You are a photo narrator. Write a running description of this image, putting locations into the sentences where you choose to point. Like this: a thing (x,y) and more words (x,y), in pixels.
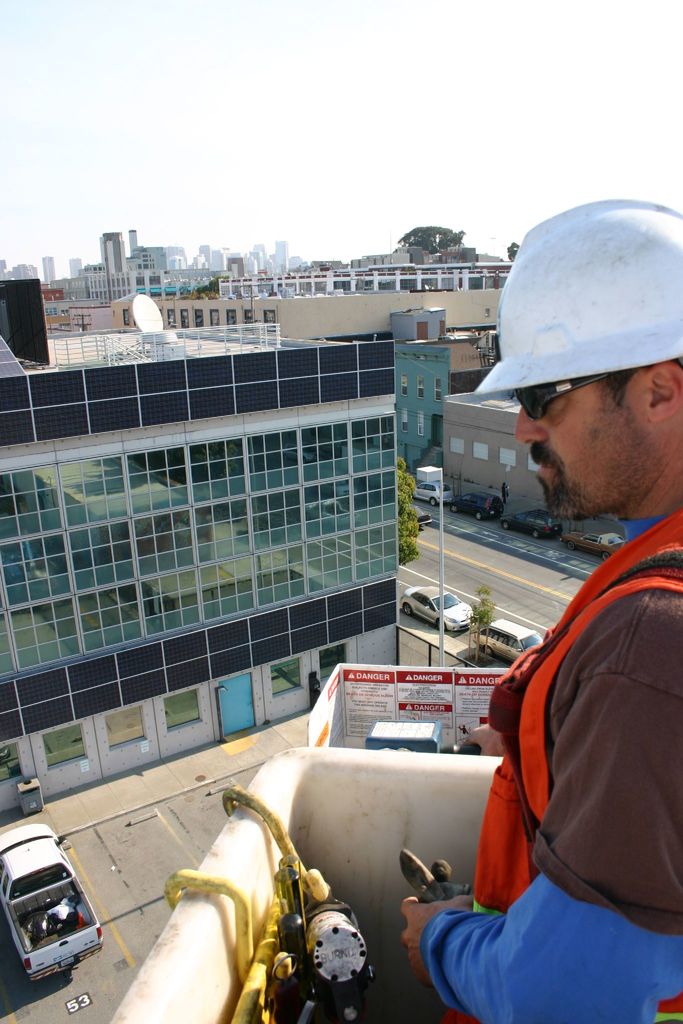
In this image I can see a person (620,684) wearing blue, brown and orange colored dress (571,749) and white color helmet (578,260) is standing. I can see a building (288,598), the road (415,580), a tree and few vehicles (416,590). In the background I can see few buildings (402,452) and the sky (339,149).
